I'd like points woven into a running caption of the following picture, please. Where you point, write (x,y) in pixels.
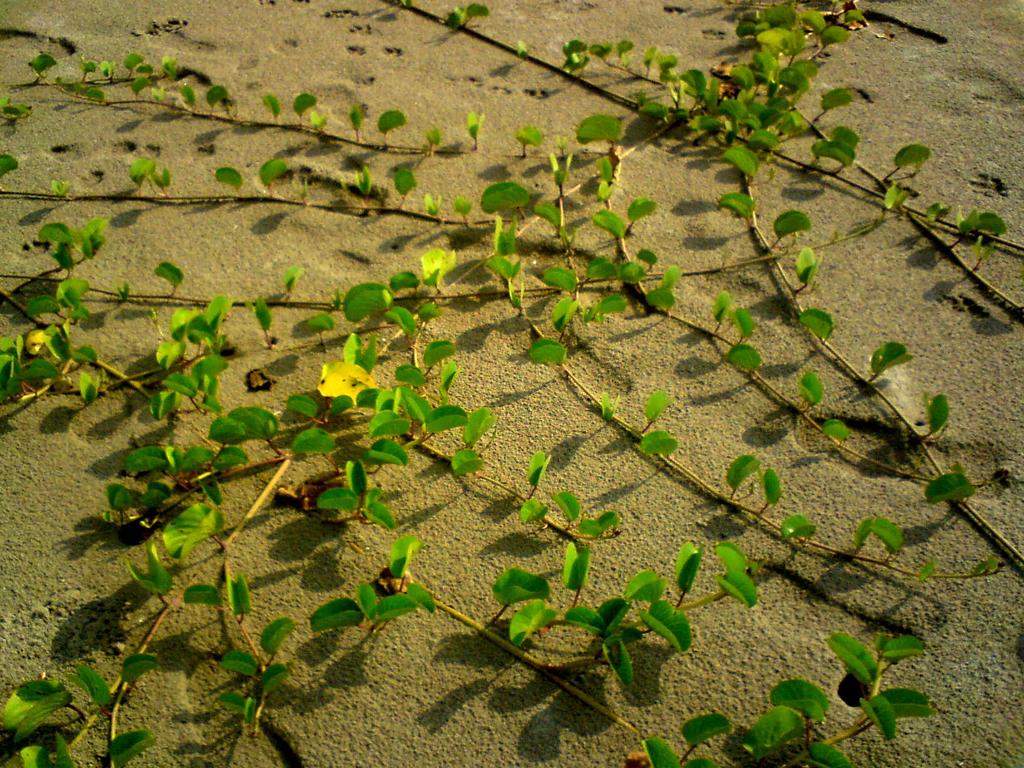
In this image I can see few plants (731,570) on the sand (743,524). I can see few footprints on the sand (602,325).
